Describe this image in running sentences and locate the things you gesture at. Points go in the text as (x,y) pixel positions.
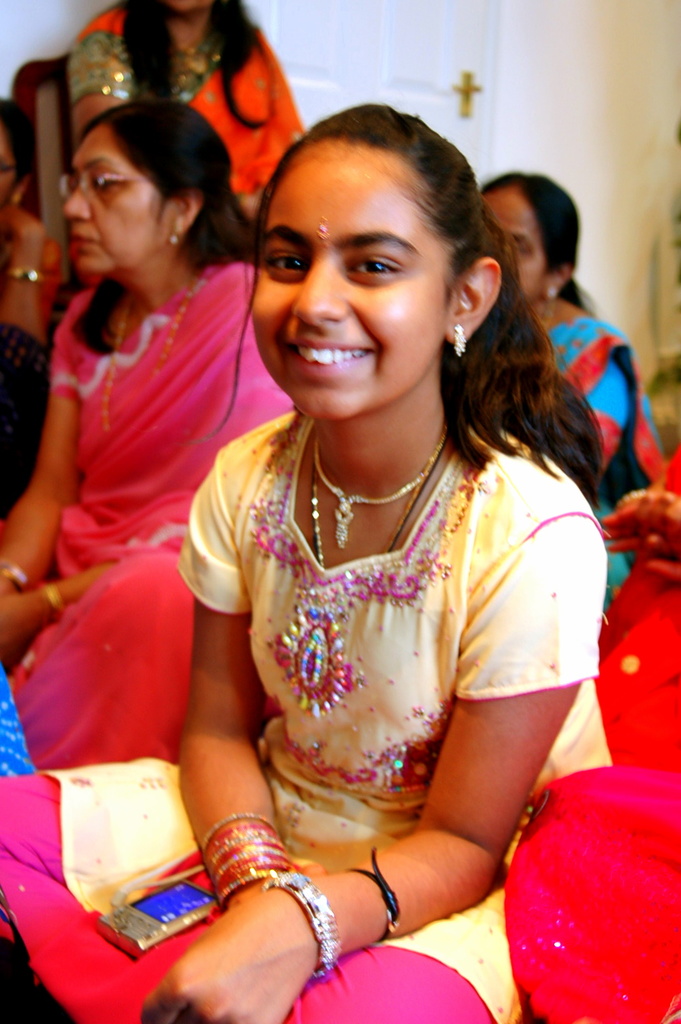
In this image we can see a girl (425,638) and women (256,353) are sitting on the floor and a woman (267,53) is sitting on the chair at the door (319,45). In the background (605,135) we can see the wall (632,185). At the bottom (139,919) we can see a camera (139,919) on the legs (153,886) of a girl (155,864).
